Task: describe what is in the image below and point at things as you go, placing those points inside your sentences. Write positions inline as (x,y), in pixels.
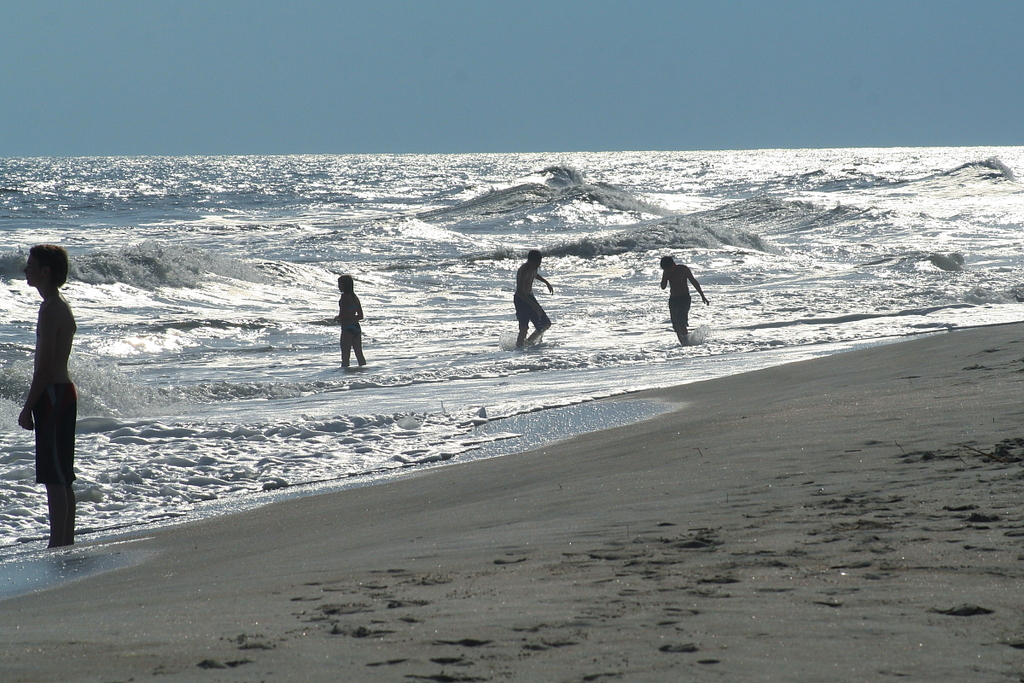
In this picture there are people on the water (53,579) and there is muddy floor (469,541) at the bottom side of the image (370,561), it seems to be the place of a beach (824,471).
